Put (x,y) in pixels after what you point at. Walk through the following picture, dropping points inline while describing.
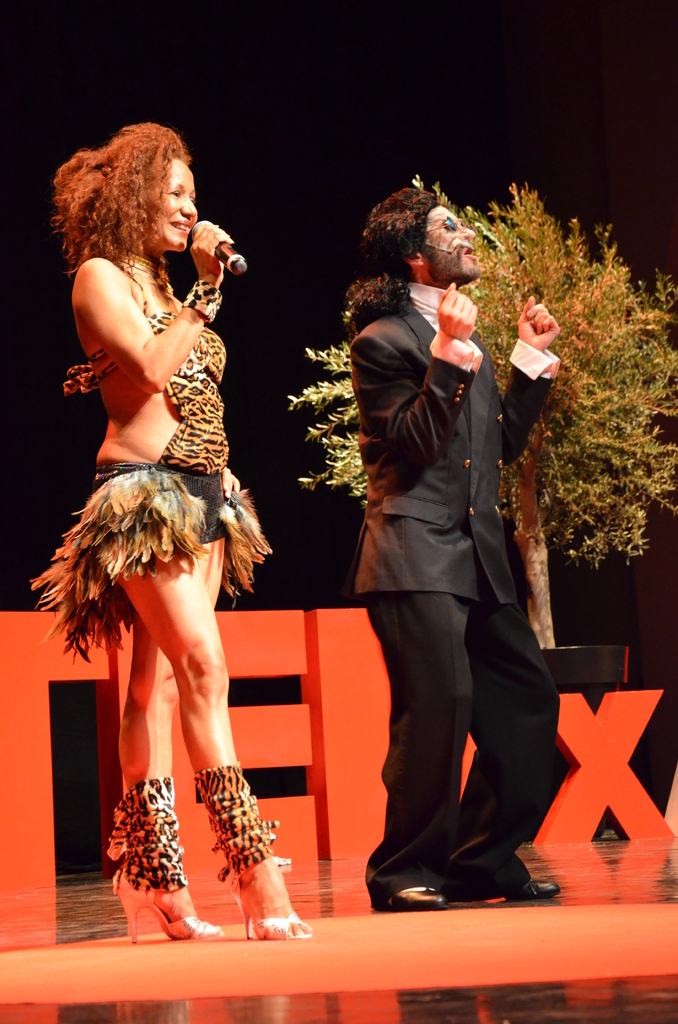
In the picture we can see man (395,815) and woman (283,881) wearing different costume (395,840) standing on stage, there are some boards (274,740) of letters (263,740), there is tree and there is dark view.
